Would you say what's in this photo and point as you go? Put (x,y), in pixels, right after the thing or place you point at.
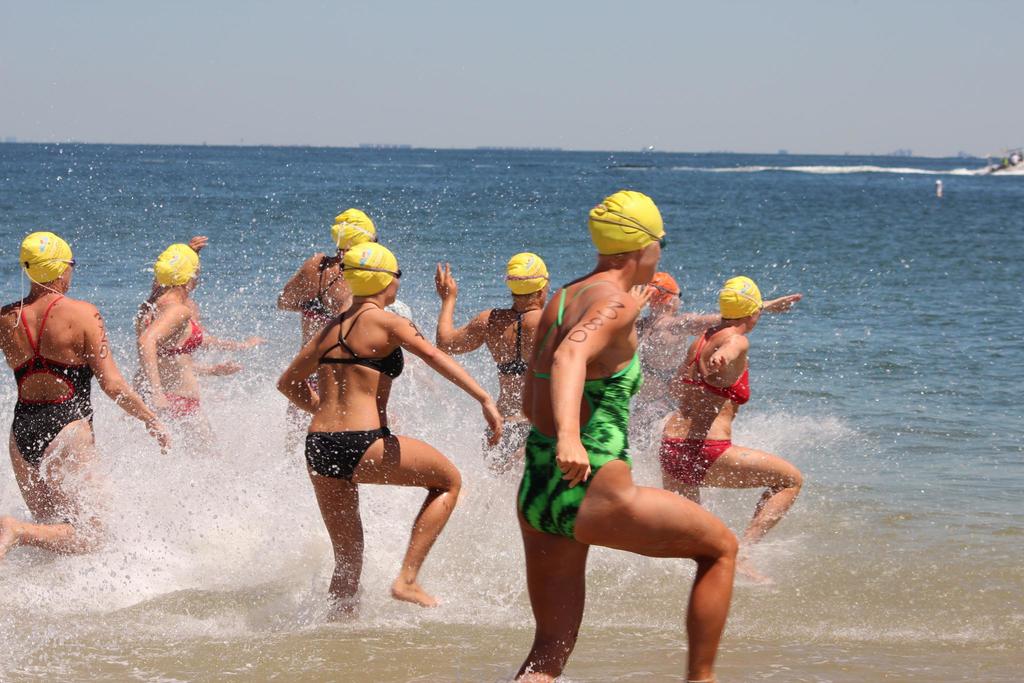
This picture shows human (513,418) getting into the water (783,220) and they wore caps (611,244) on their heads (641,248) and we see a clear Sky (718,71).
